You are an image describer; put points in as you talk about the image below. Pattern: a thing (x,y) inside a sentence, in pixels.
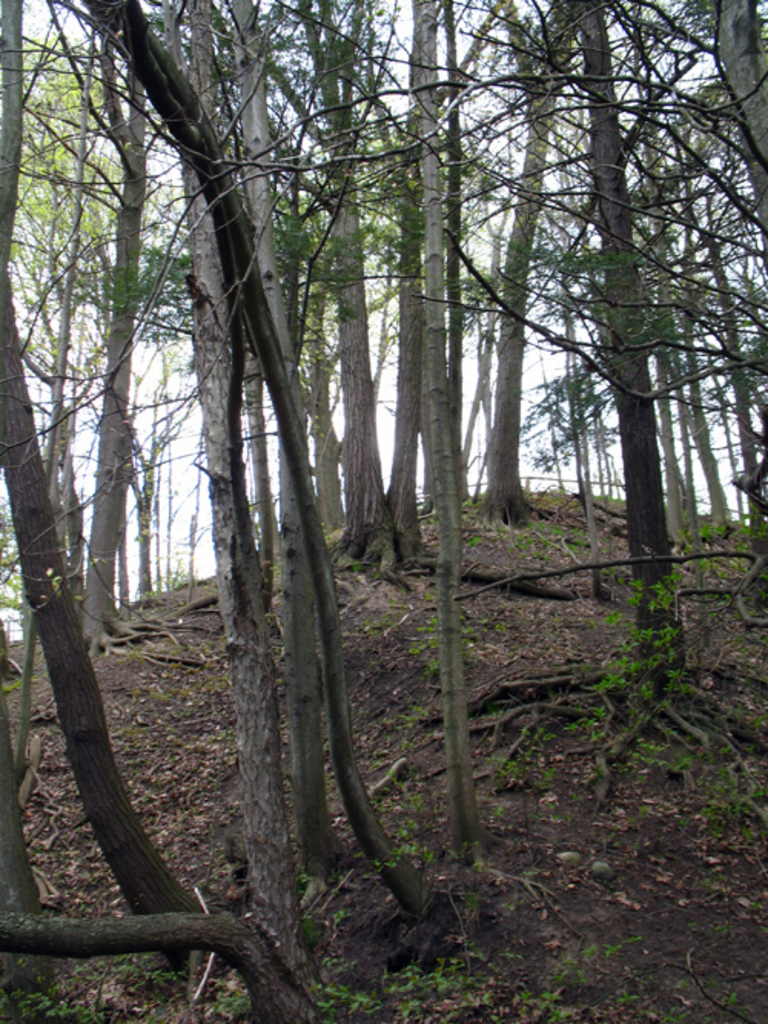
In this image we can see plants (663,586), ground (409,653), trees (222,360) and sky (143,376).
